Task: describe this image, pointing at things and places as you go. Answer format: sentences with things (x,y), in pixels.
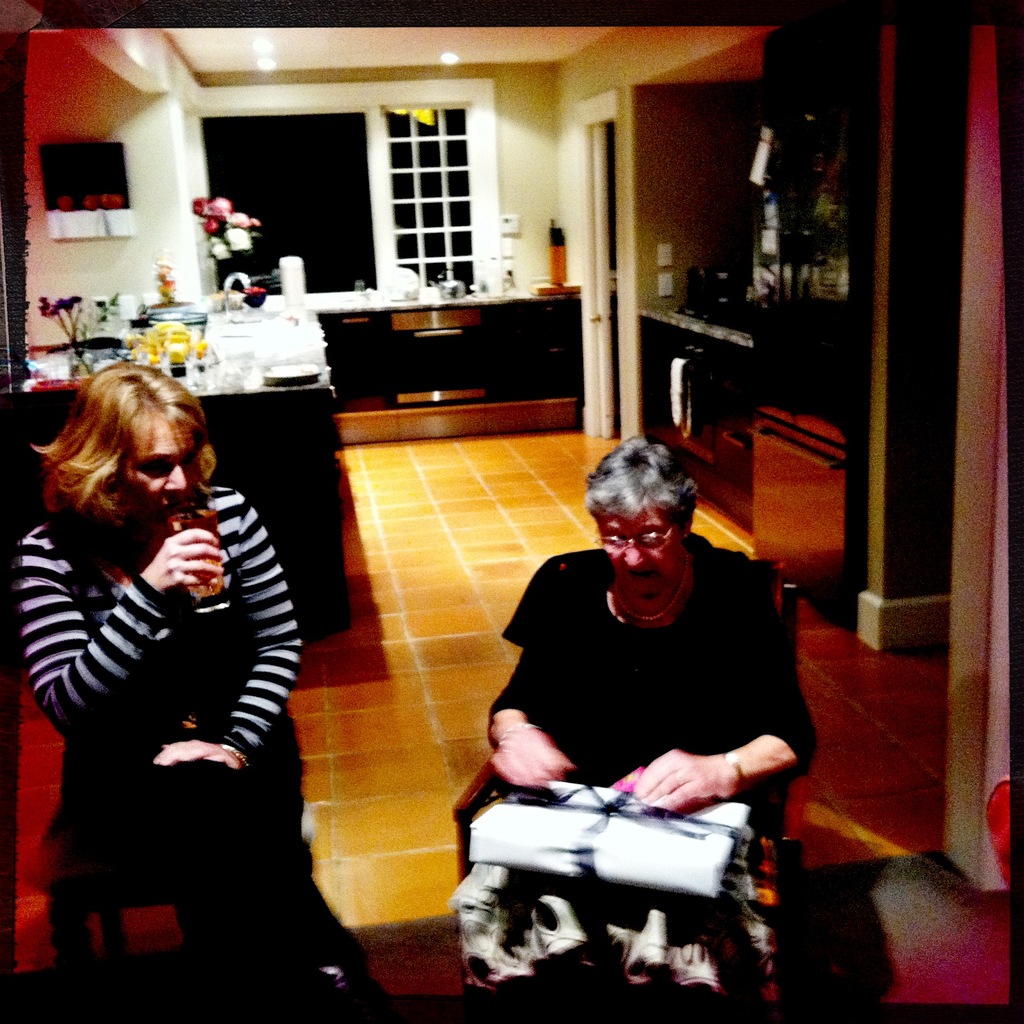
In this image there are two woman (158,844) sitting on the chair (109,852). At the back side (248,385) there is a table (299,411). There are some objects (165,351) on the table (198,336).
